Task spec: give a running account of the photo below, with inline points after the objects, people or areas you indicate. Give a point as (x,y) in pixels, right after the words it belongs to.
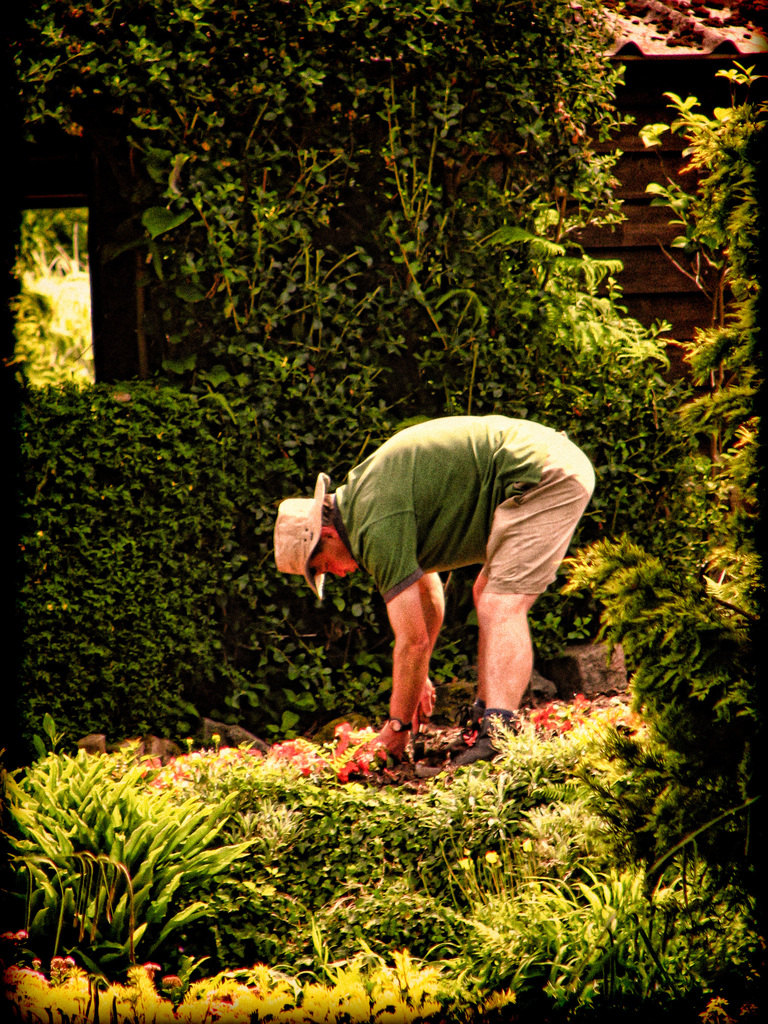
In this image we can see a person (539,552) wearing a cap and holding an object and we can also see some plants (748,449).
